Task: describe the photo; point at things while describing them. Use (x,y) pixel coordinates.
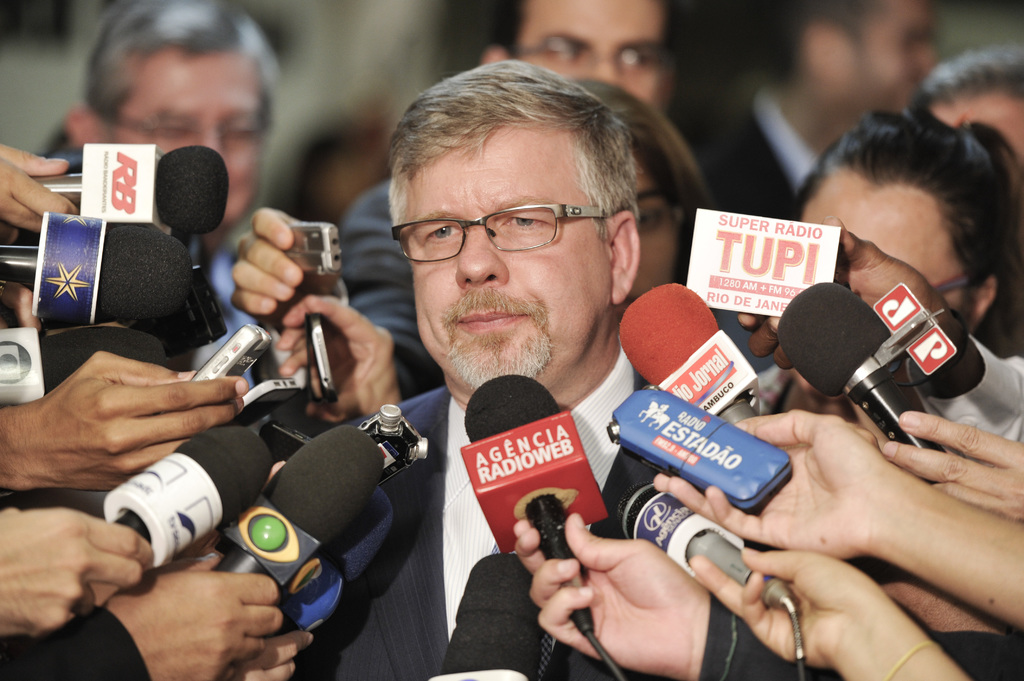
In this image there are group of persons (243,57), there are microphones (153,163), there are person's hands (128,473) truncated towards the left of the image (119,455), there are persons hands (848,512) truncated towards the right of the image (852,500), the background of the image (355,54) is blurred.
